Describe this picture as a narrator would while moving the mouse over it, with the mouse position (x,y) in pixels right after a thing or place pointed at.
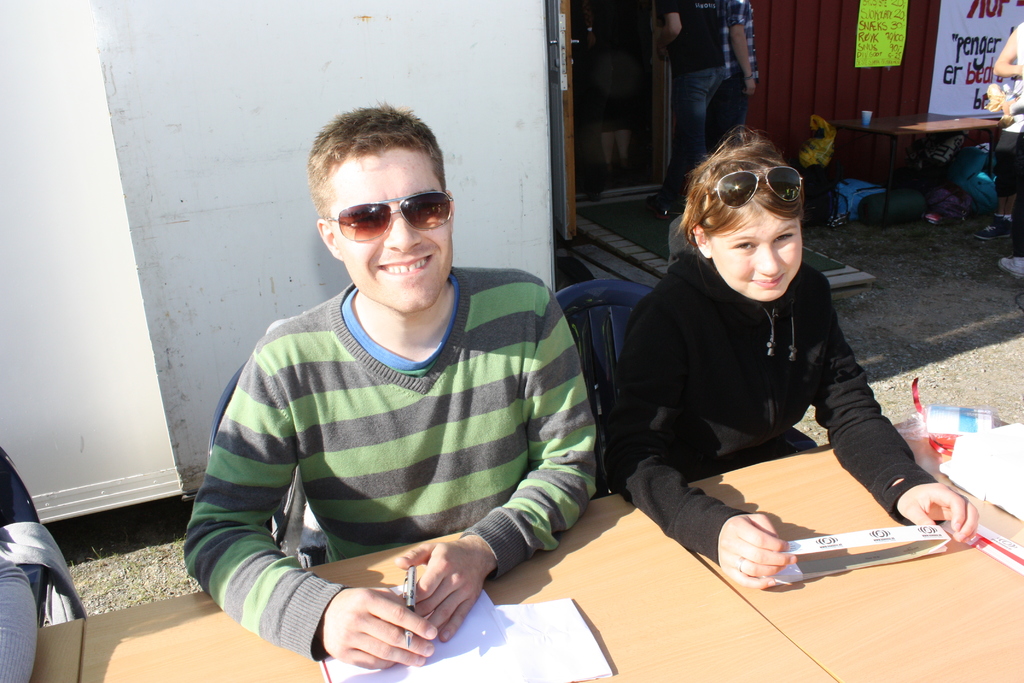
In this picture there are two person (665,398) sitting in chairs (592,363) in front of a table (681,565). A man (391,646) is wearing a goggles (382,233) and striped sweater (353,401) is holding a pen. Besides him there is a woman (655,357) wearing a goggles (787,167) and a black jacket (800,392). Towards the left (21,643) there is an another person (35,624). In the background (191,96) there is a vehicle (329,55), door (553,43), two persons (723,35), a table (933,118). Towards the right (998,221) there is another person (986,230).
